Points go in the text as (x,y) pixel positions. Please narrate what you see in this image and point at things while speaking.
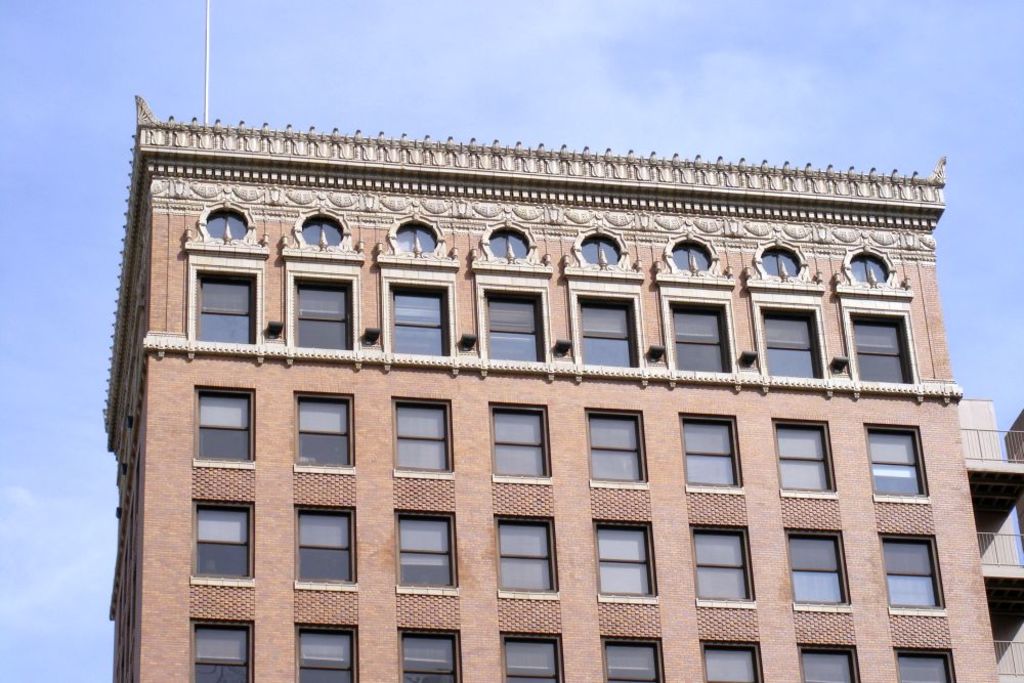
In this image in the front (495,433) there is a building (491,538) and there are windows (793,555) on the building (514,438) and the sky (541,101) is cloudy.
